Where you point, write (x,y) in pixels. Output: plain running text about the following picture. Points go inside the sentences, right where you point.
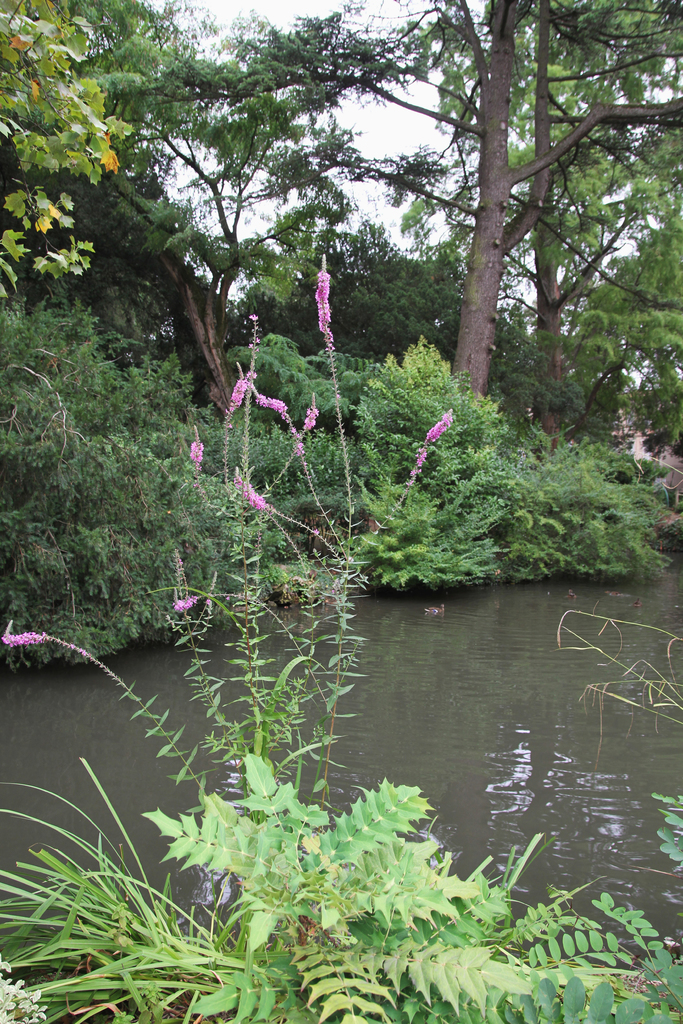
In this picture we can see plants (352,399), water (356,663) and trees (190,530). In the background of the image (310,237) we can see the sky (268,223).
